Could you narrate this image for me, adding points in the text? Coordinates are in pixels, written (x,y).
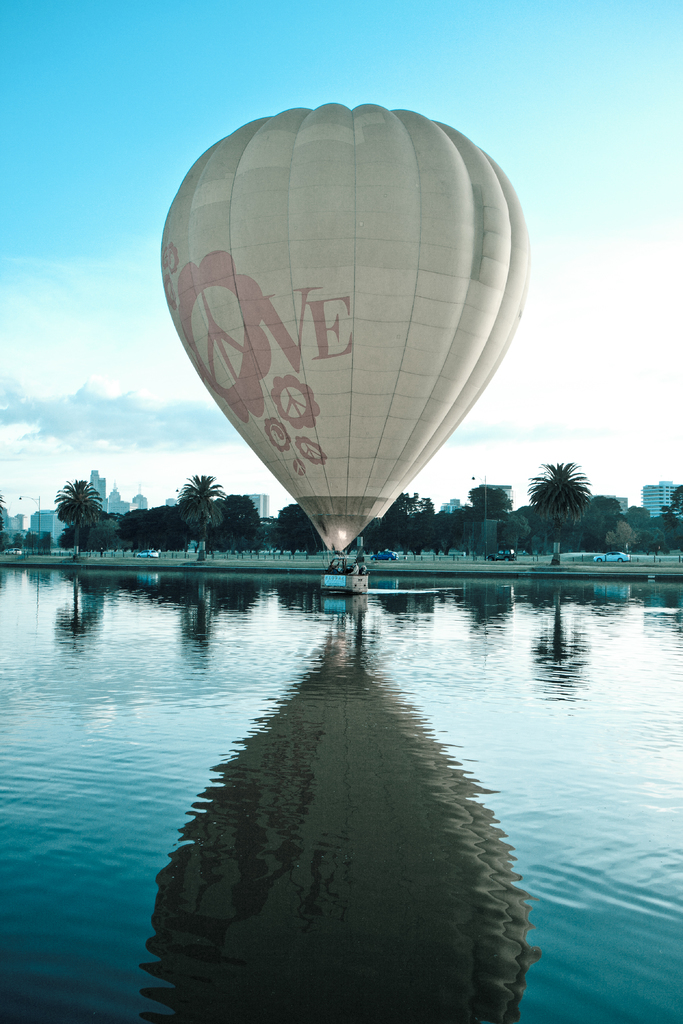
In this picture we can see a hot air balloon (439,317). There is water (154,746). In this water (266,769) we can see the reflection (246,774) of a hot air balloon (243,978). There are a few trees (189,521) and buildings (447,503) in the background (605,531). Sky (6,386) is blue in color and cloudy.
